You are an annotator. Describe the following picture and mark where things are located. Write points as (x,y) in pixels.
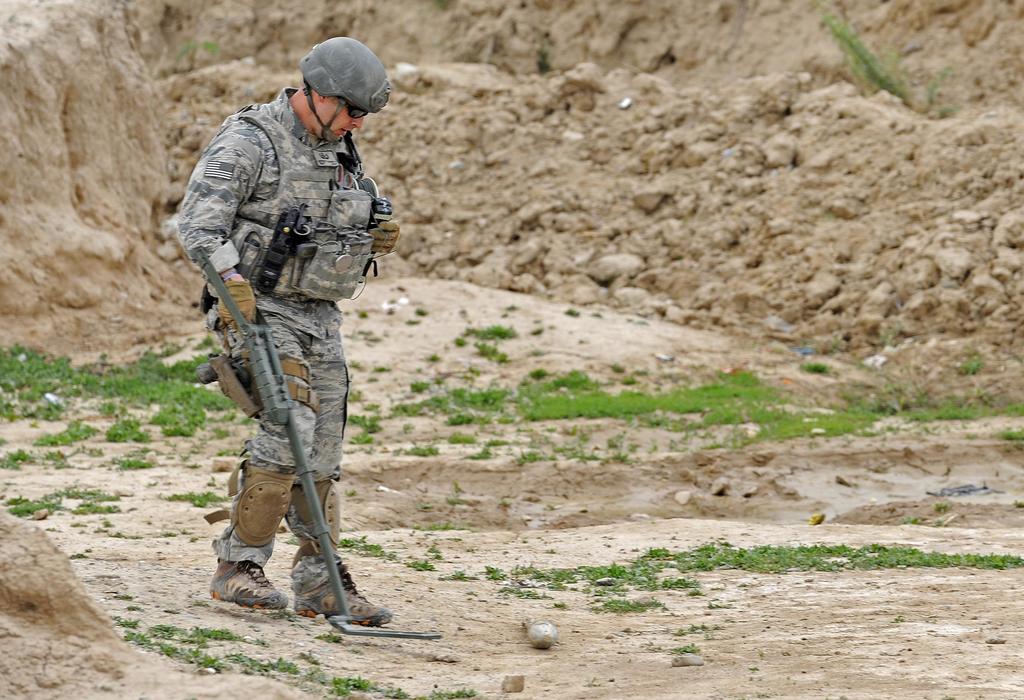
In this picture there is a man (347,51) holding the object (292,438) and he is walking. At the back (75,59) there is mud (518,149). At the bottom (646,573) there is grass (758,415).
